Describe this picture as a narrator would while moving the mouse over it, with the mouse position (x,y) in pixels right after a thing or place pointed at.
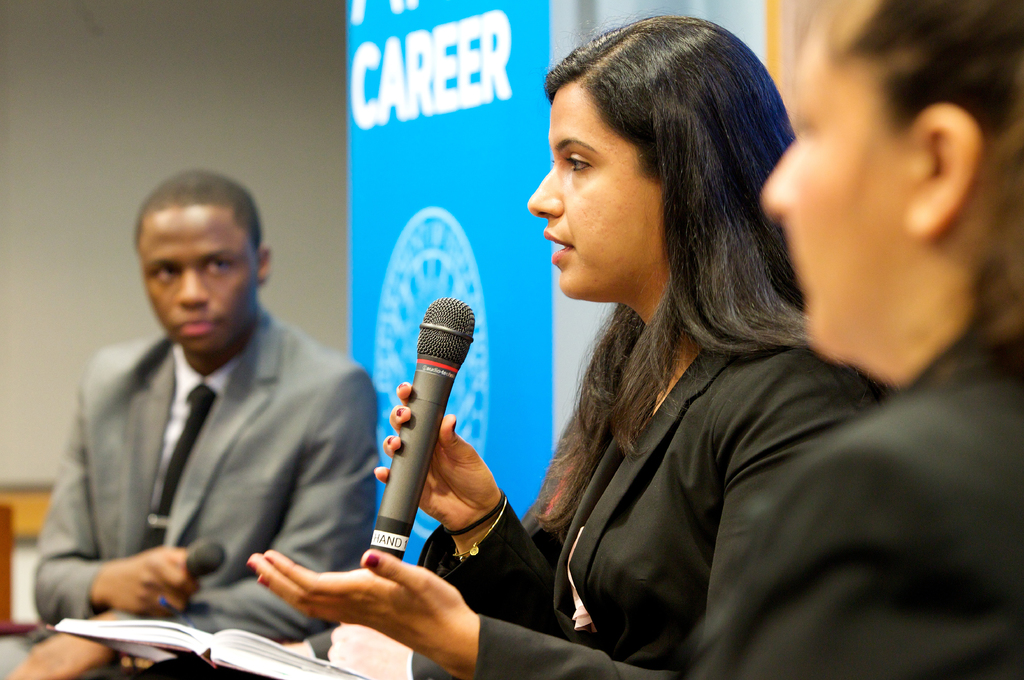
There are three people (630,491). On the right side (729,422) we have a two women's (727,403). They both wear black blazers (809,479). In the center (668,441) we have a woman (639,426) She is holding a mic (446,374) and she is talking we can see her mouth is open.
